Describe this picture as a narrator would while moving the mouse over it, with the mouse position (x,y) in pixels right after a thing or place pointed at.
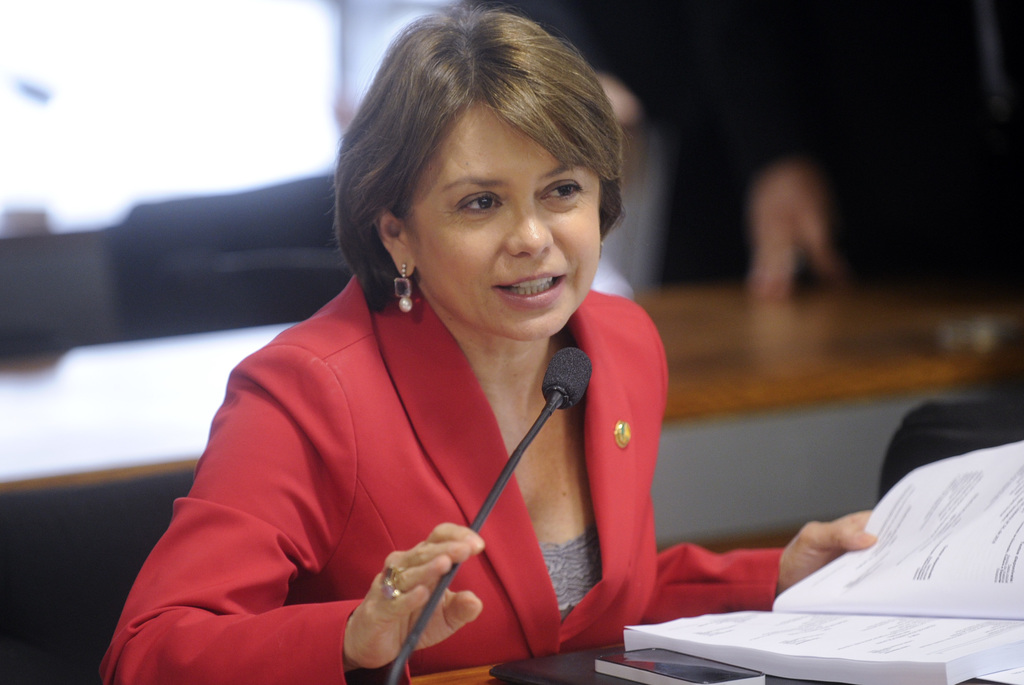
In this image I can see the person (361,393) with red and ash color dress (373,387). In-front of the person (506,520) I can see the book (819,619), mic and an object (530,662). I can see the blurred background (679,341).
